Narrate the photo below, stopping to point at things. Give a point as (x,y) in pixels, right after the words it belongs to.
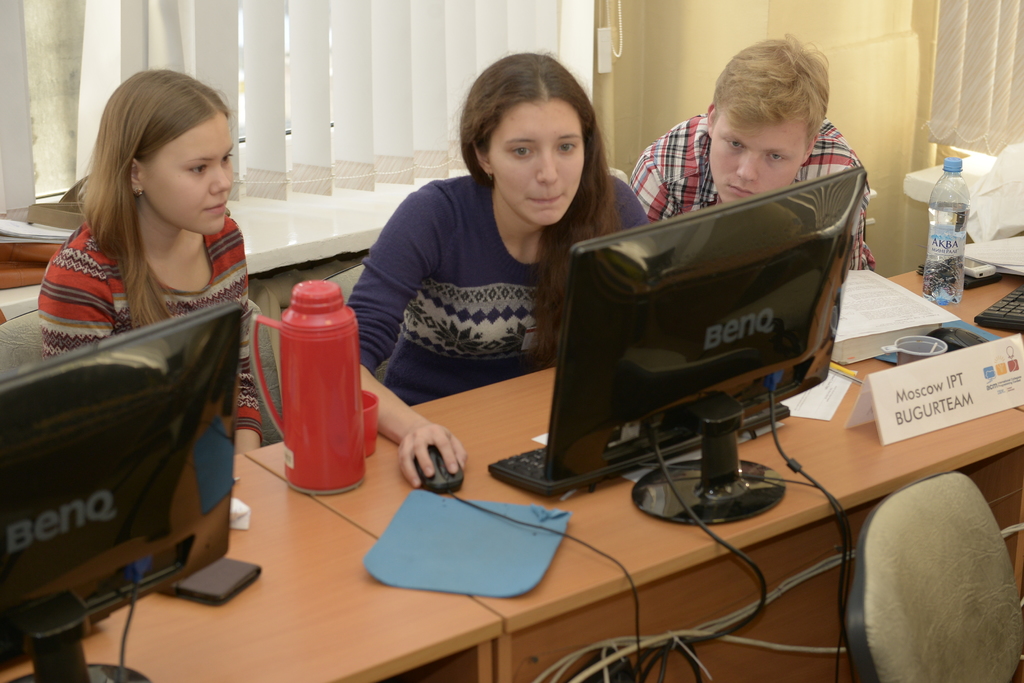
This picture is clicked inside the room (361,192). In this picture, we see three people (531,204) are sitting on the chairs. In front of them, we see a table (469,606) on which mouse (433,462), mouse pad (484,559), keyboards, monitors (821,322), papers (867,317), book (836,342), glass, water bottle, flask (342,463), cup (374,428) and mobile phone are placed. Beside that, we see a chair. Behind them, we see a window blind (270,108). On the left side (54,234), we see a book (40,232) and a brown color thing (22,270). The woman (418,449) in blue T-shirt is working on the system (644,397).
